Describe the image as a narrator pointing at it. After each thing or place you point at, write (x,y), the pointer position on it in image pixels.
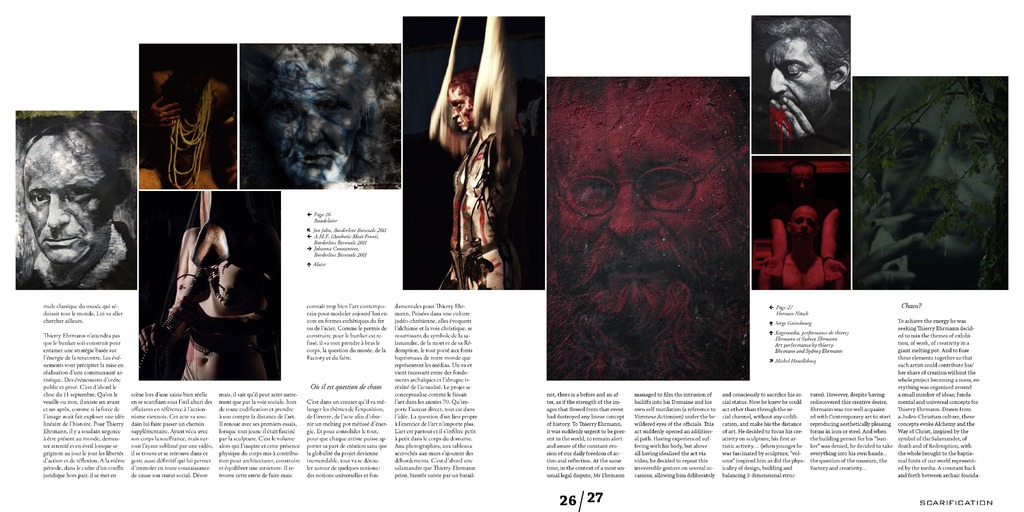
In this picture we can see some images (468,234) of a persons (191,287) and some text (339,358), which is on the paper (418,286).
